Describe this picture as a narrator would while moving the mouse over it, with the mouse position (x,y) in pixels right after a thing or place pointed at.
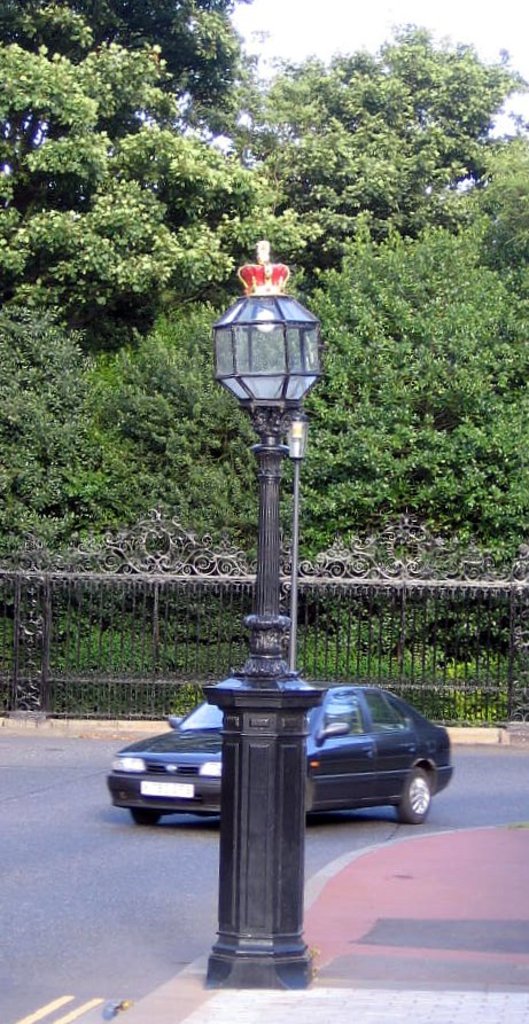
In this image I can see road (186,951) and on it I can see a black colour car (318,812). I can also see few poles (272,583), few lights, iron gate (212,553) and number of trees (26,321).
